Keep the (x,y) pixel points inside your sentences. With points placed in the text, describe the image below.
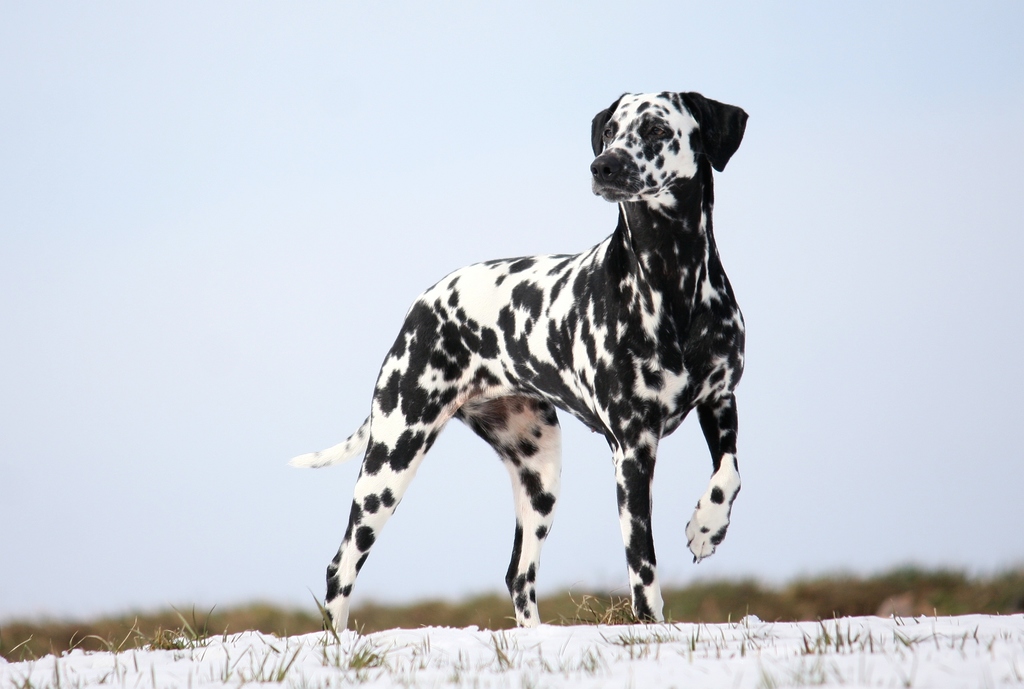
In this image we can see a dog (485,348) on the ground (653,638). We can also see some grass (639,640) and the snow (623,652). On the backside (825,545) we can see some trees (845,596) and the sky (849,547) which looks cloudy.
